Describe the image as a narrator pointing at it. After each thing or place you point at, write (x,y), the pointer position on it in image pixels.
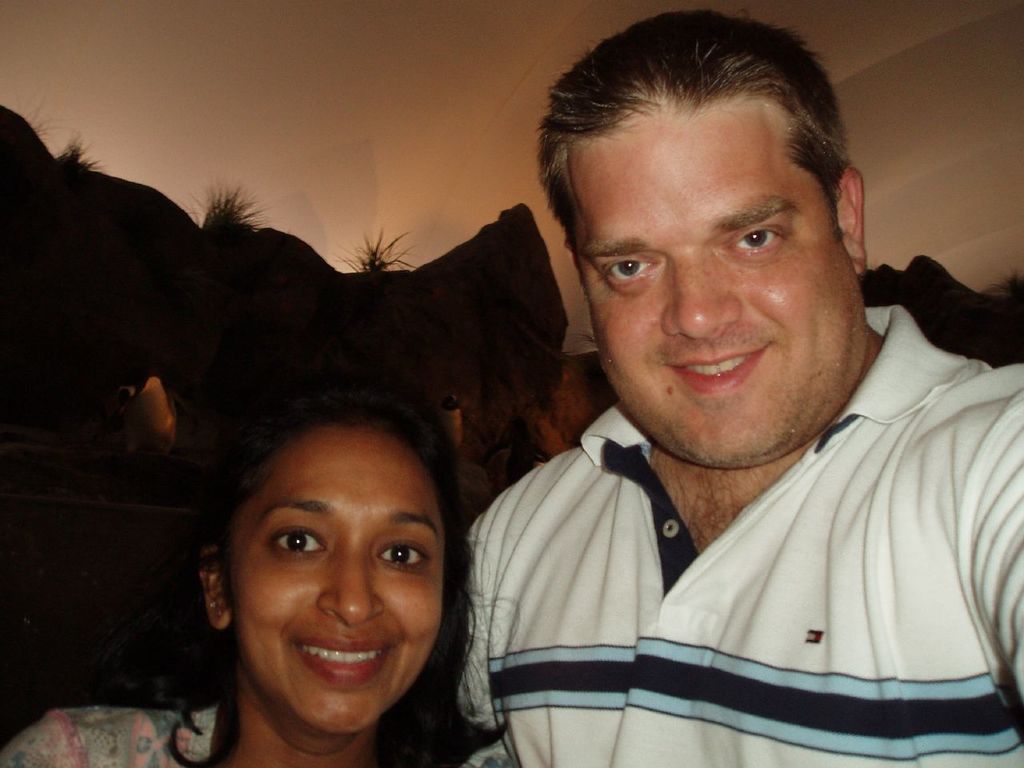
In this picture we can see a man (569,726) and a woman (410,502) smiling. We can see a few objects (490,334) and the wall (274,199) in the background (961,244).
